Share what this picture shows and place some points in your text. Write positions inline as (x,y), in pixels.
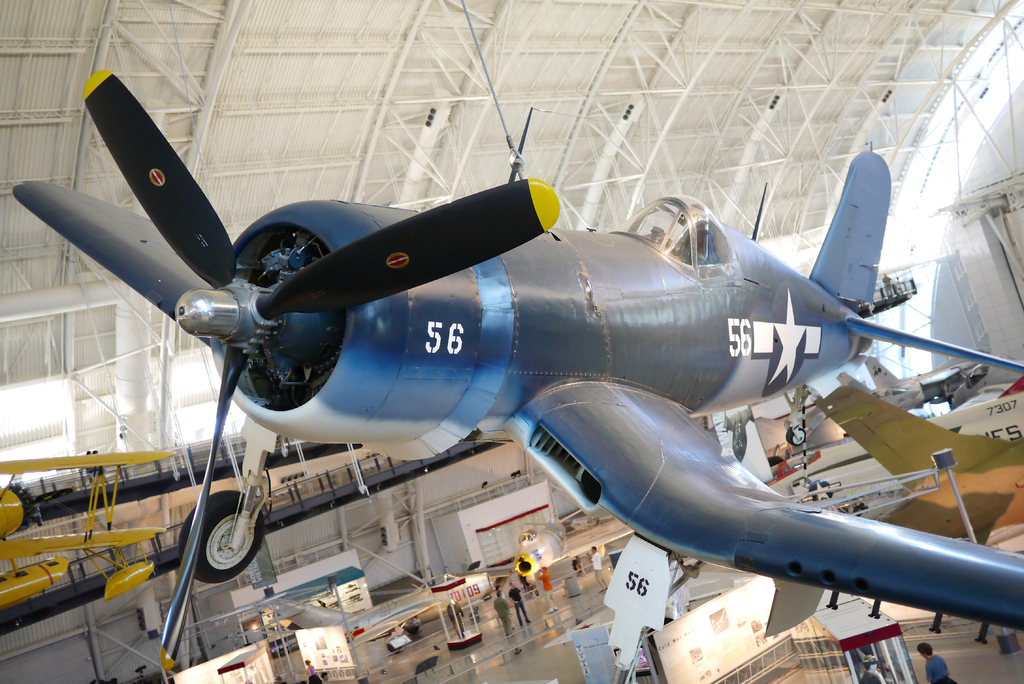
In this picture I can see there is a airplane (661,450), it has wings (666,441), a cabin (655,241) and there is another airplane (162,458) in the backdrop (162,458), it is in yellow color and these two air planes (17,519) are attached to the ceiling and on the floor (542,669) there are many other airplanes (863,466) and there are few people (547,588) standing here and the ceiling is a white iron frame (486,134).
